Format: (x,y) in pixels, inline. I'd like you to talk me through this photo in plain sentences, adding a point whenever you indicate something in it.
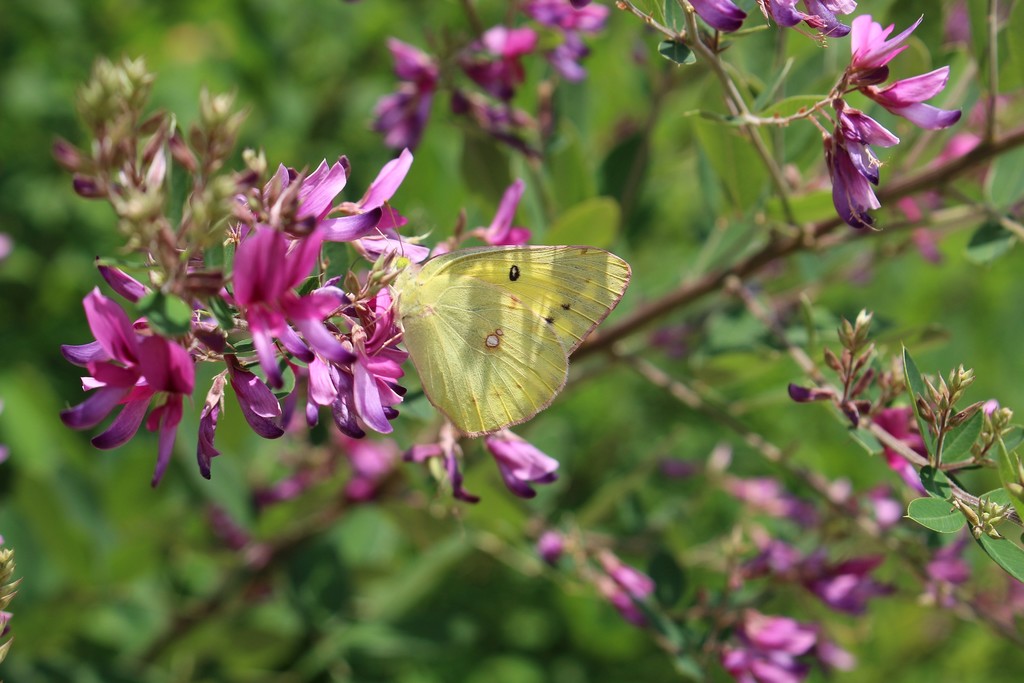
In this picture I can see there are few pink color flowers (294,328) and there are few buds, there is a green color butterfly (505,398) on the flowers (350,363). In the backdrop (147,572), it looks like there are plants (652,561) and the backdrop (91,538) is blurred.
